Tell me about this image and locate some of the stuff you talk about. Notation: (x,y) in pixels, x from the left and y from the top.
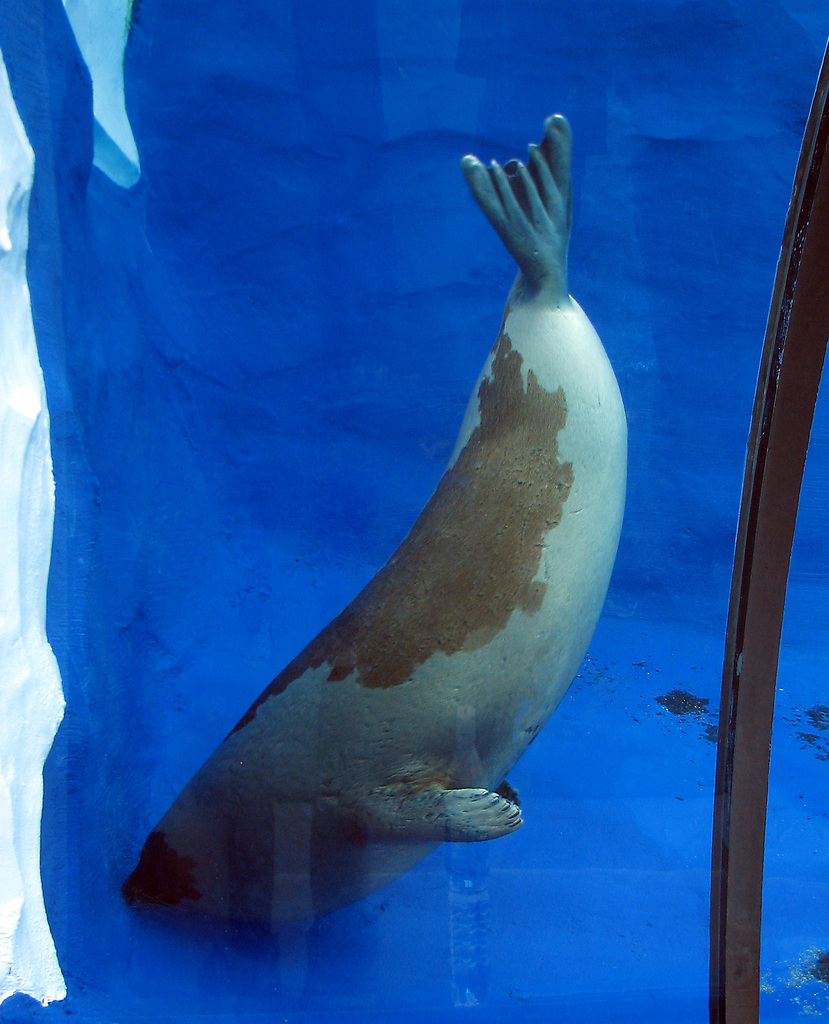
This is a photo. In the center of the image (376,601) we can see a seal (367,623). In the background of the image (351,444) we can see blue in color.
